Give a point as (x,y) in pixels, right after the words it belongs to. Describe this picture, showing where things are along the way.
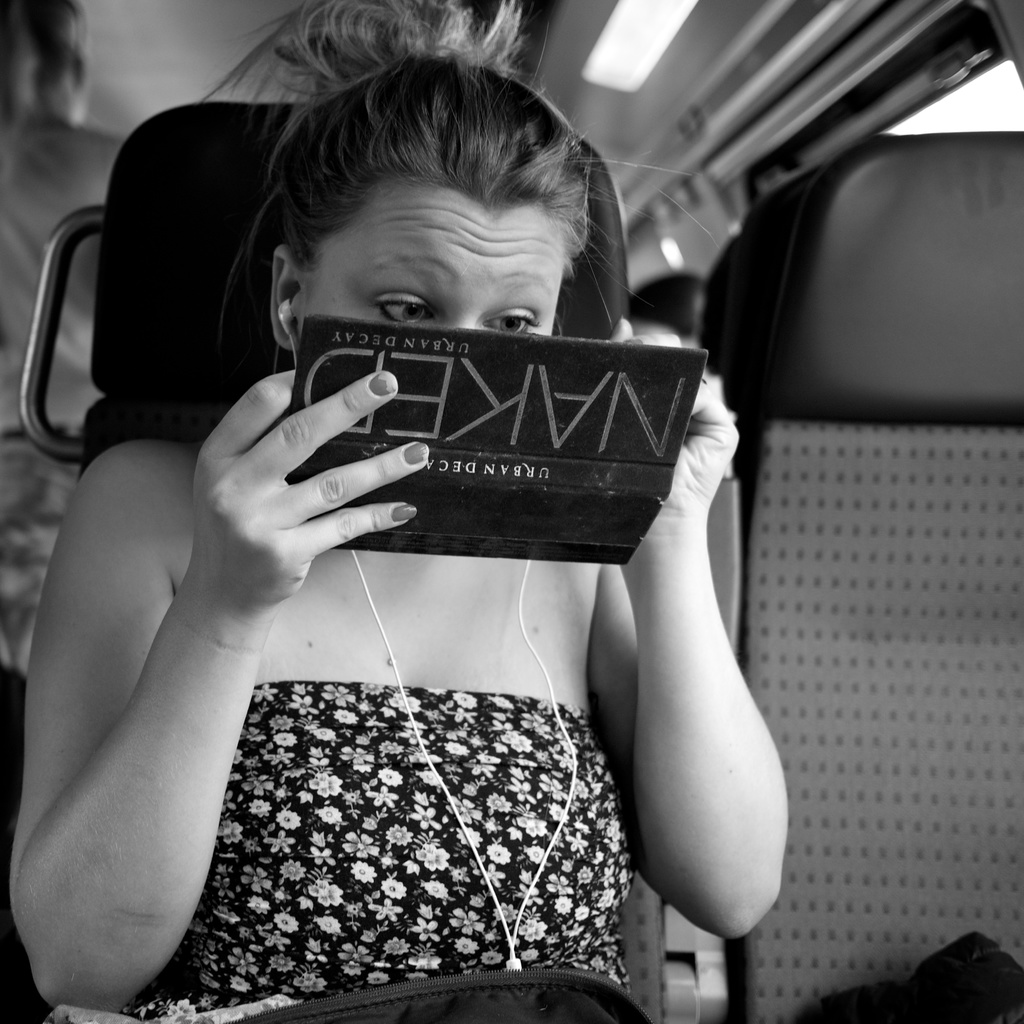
In this image, we can see a woman (678,612) is holding a black color object (530,492) and looking towards the object (537,455). She is sitting on a seat (199,272). Here we can see few seats (158,195) and people (13,190).
